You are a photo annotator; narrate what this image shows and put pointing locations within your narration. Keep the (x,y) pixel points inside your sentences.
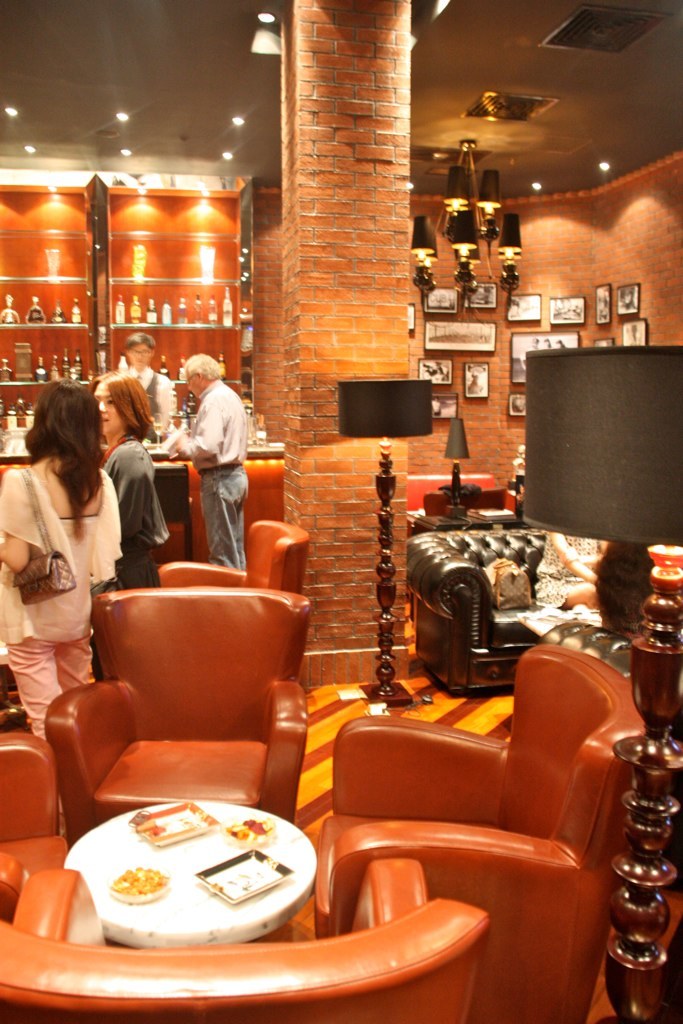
In the image we see there are people (83,558) who are standing and there are chairs (117,799) around a table (249,901) and there is a table lamp (599,436) and the pillar (342,238) and the wall (563,248) are made up of red bricks (346,279).
